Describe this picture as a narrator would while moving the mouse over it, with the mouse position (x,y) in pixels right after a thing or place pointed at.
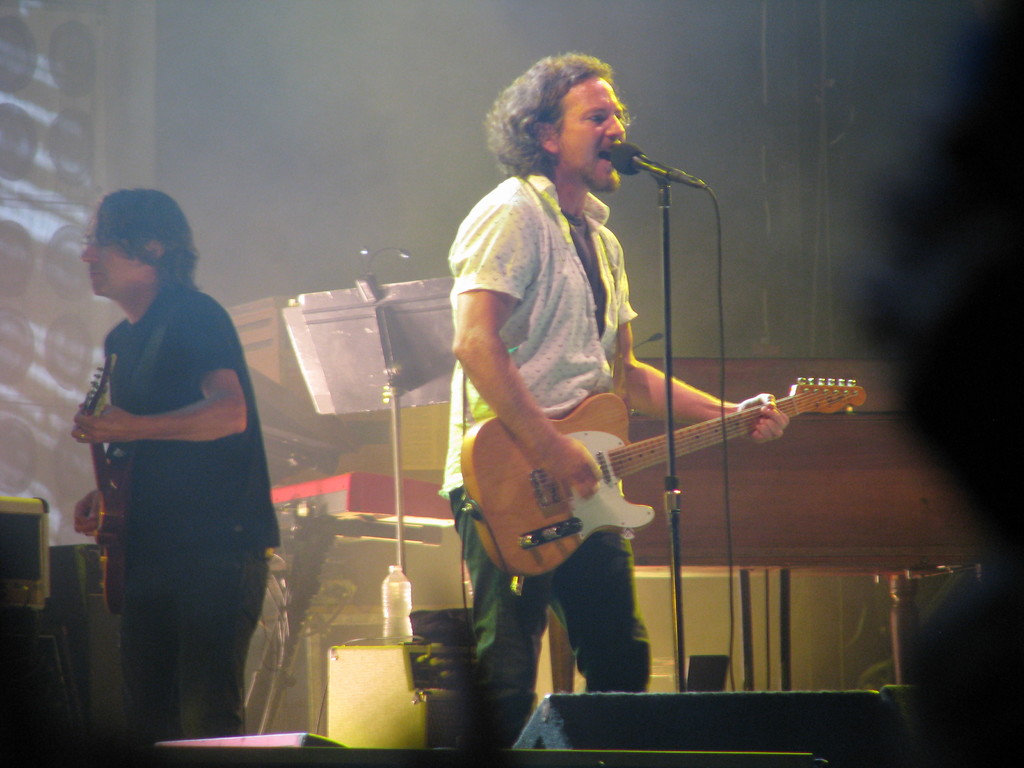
This picture describe about the live music performance on the stage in which a man (569,333) wearing white shirt (600,232) is playing the guitar (575,502) and singing in the microphone stand (668,411). Beside him another man (156,523) wearing black shirt (193,529) is playing the guitar (115,511). Behind we can see the piano (333,477), cables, speakers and some lights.
